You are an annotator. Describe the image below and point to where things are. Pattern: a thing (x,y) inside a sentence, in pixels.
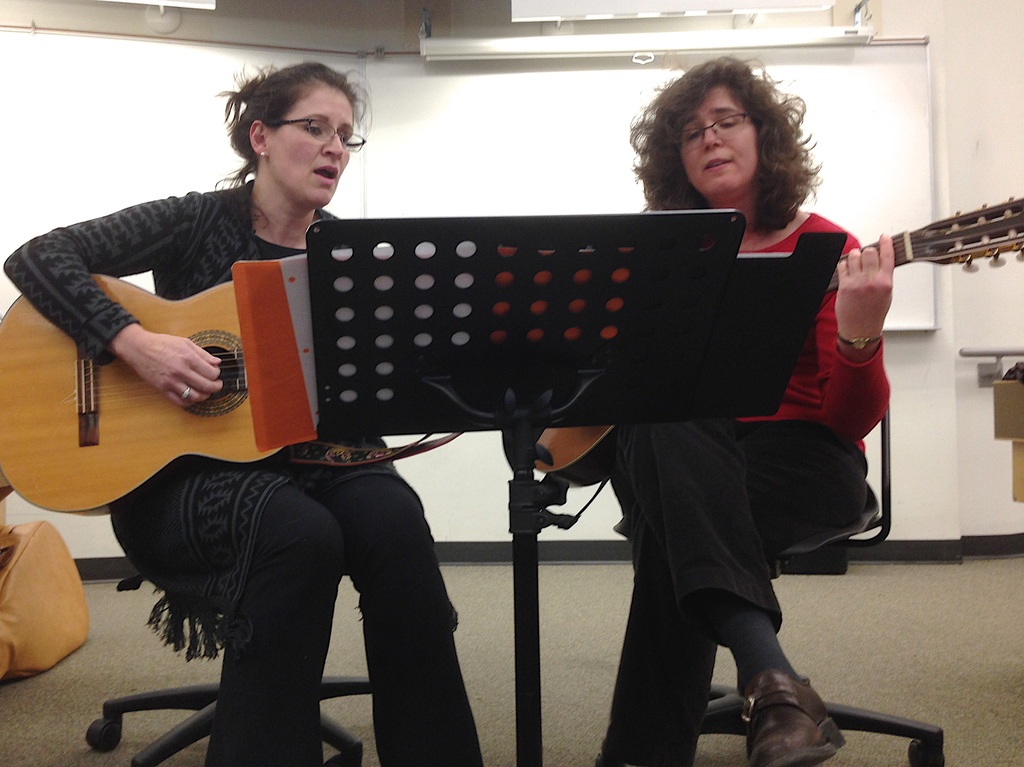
This picture shows two women (766,692) seated on the chair (162,744) and playing guitar (34,481) and we see a book stand (640,300) in front of them and a white board (774,66) back of them.
